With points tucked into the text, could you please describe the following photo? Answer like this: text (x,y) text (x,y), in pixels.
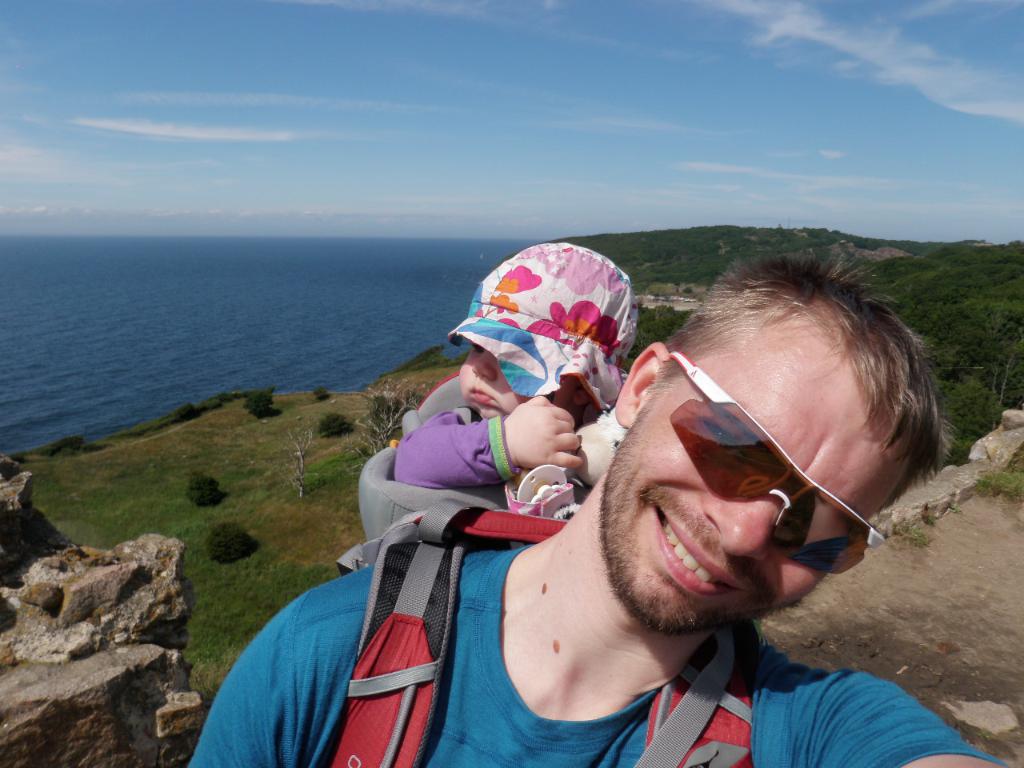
In this image I can see a man (497,564) in the front (608,527) and I can see he is carrying a baby (430,480) on his back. I can see he is wearing blue colour t shirt (558,732), shades (694,405) and I can see the baby (492,423) is wearing purple colour dress (471,449) and a hat (542,386). In the background (234,649) I can see few plants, grass (215,584), water (382,304), clouds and the sky (233,173).
